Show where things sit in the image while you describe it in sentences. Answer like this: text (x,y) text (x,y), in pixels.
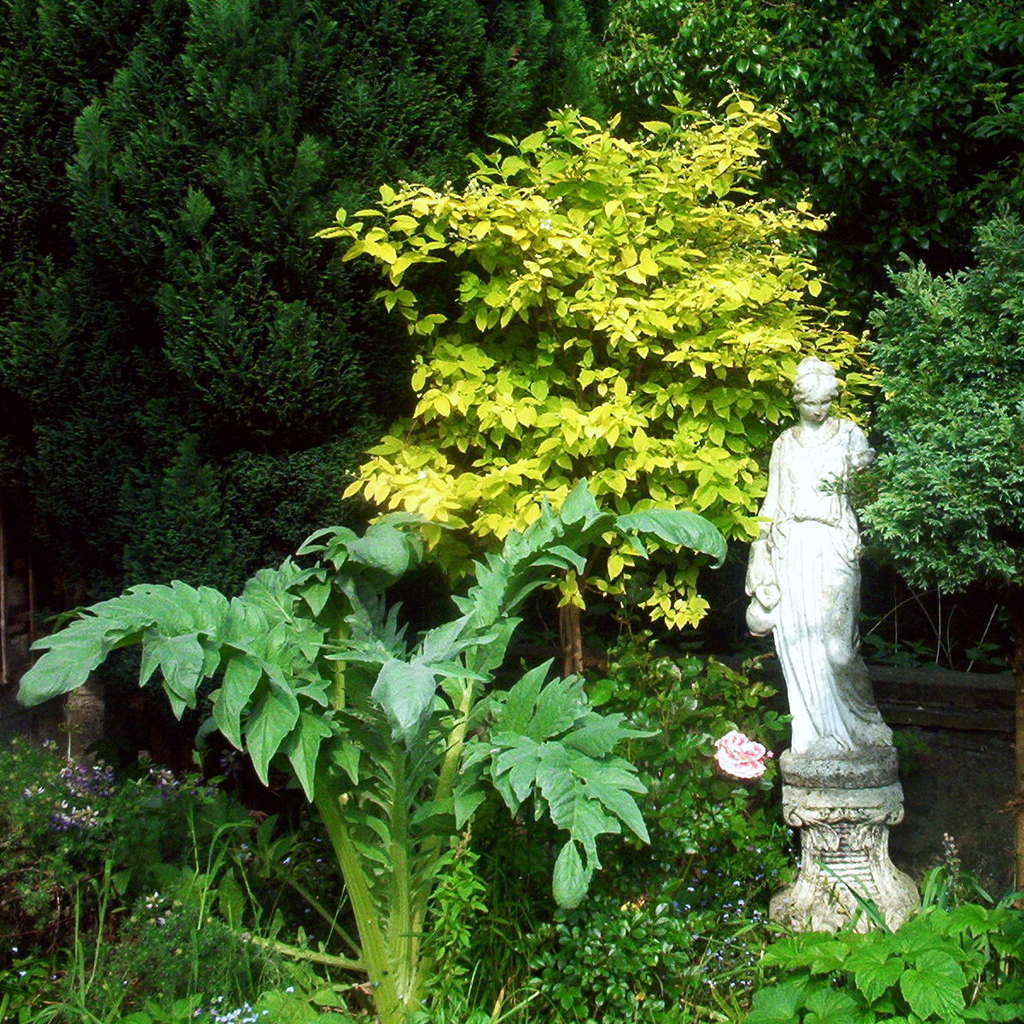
In this image we can see statue (805,745), plants (694,792), flower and trees (243,70).
